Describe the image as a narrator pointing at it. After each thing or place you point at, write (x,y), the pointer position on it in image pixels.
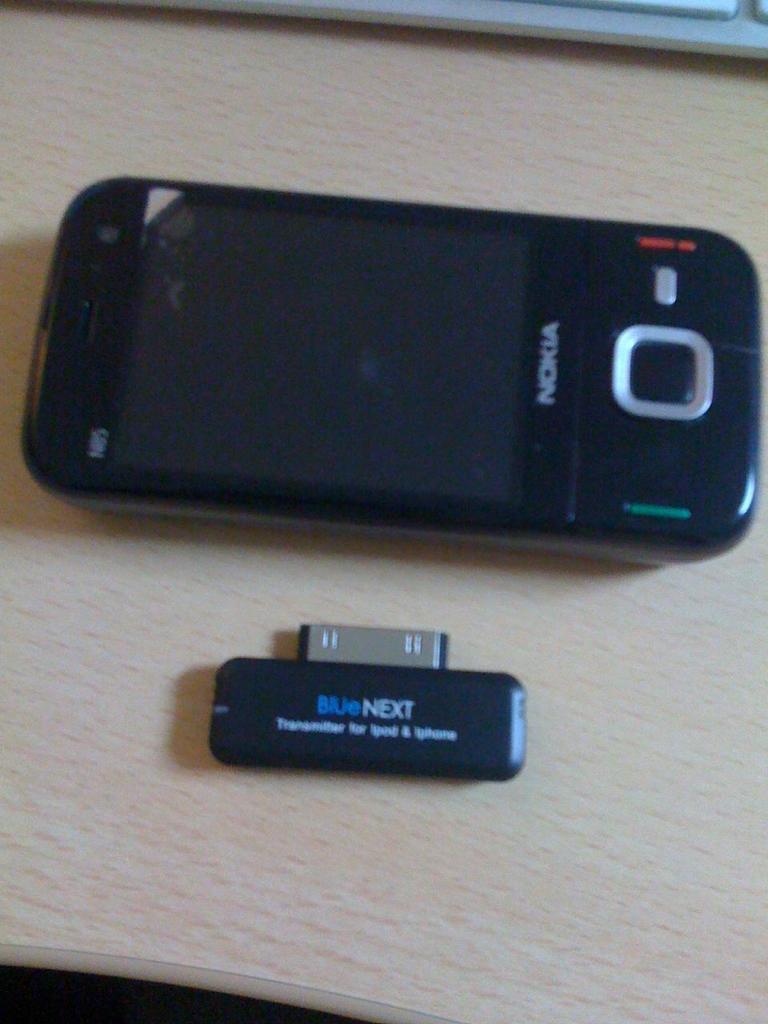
In this picture I can see the mobile phone (180,402), keyboard (494,17) and transmitter (488,750) on the table (675,832). In the bottom left corner (236,1020) I can see the darkness (45,1006).
